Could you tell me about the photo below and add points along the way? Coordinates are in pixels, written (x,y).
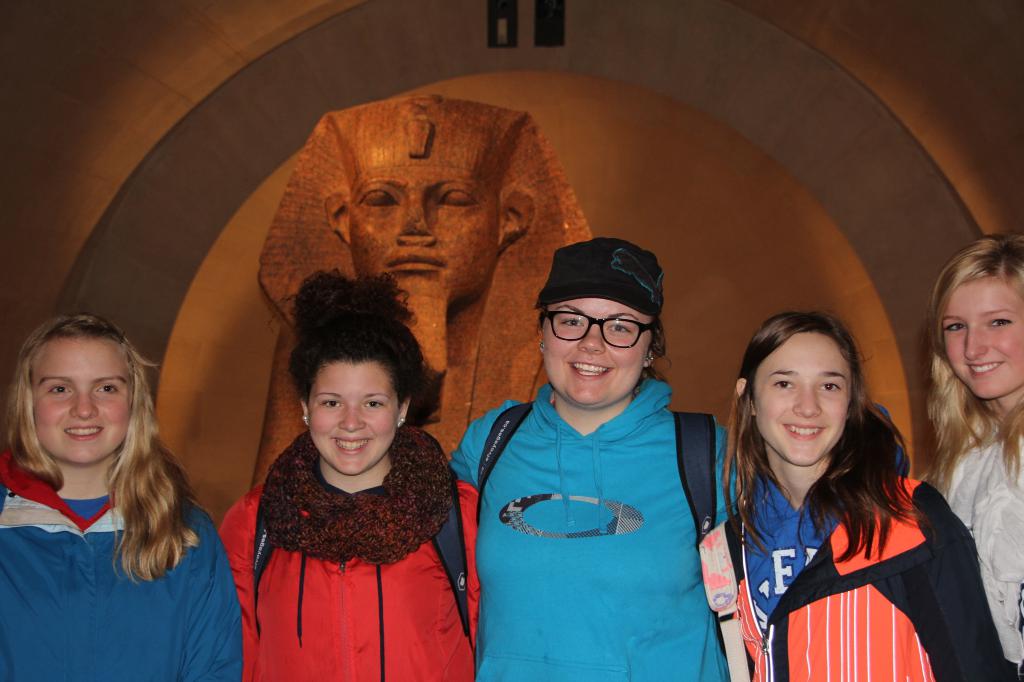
In the middle (551,364) a woman (509,520) is standing and smiling, she wore blue color sweater (592,560), beside her beautiful women (29,415) are standing and smiling. behind them there is an Egypt statue (532,370).
